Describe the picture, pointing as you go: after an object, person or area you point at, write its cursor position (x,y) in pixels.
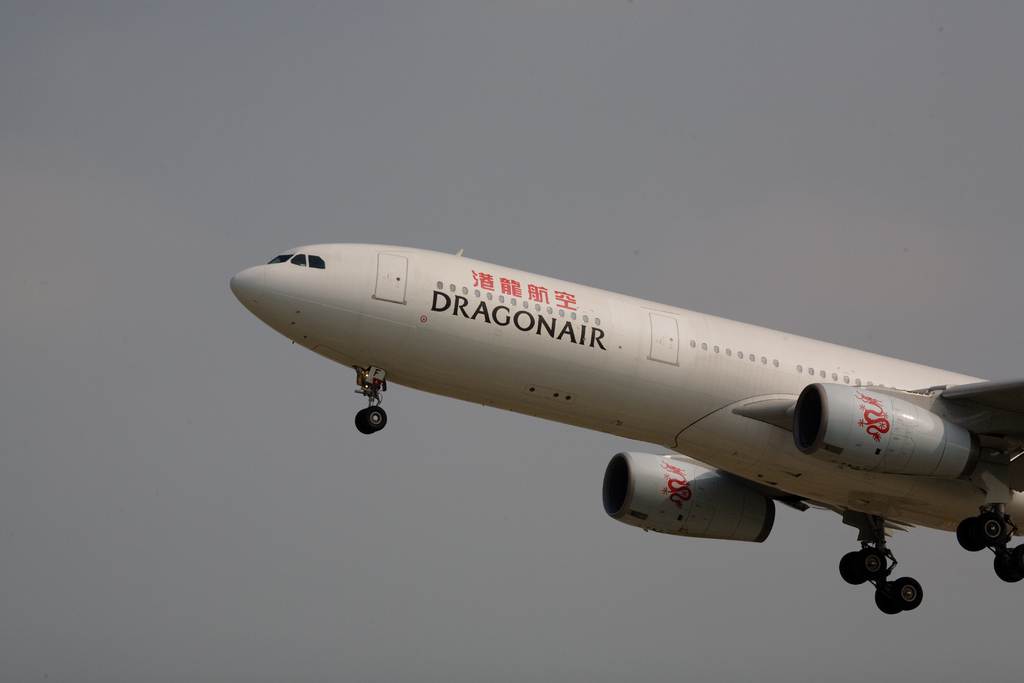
There is a white color airplane (444,318) flying in the air (504,430). In the background (880,167), there are clouds (232,113) in the sky (259,90).
